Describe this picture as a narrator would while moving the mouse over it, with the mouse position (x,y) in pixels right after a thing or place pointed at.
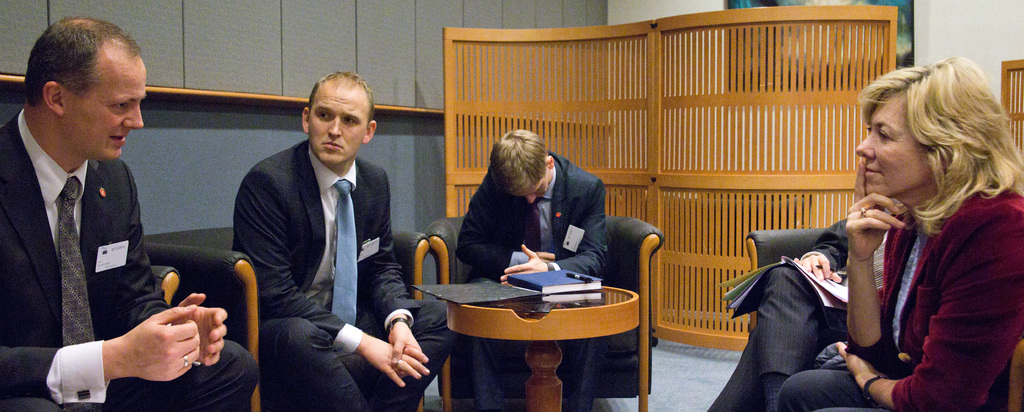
In this picture there are people (815,270) sitting on chairs (607,278) and we can see book (560,290), pen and object (503,288) on the table (526,318). In the background of the image (395,15) we can see frame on the wall (380,72) and wooden objects (757,123).
